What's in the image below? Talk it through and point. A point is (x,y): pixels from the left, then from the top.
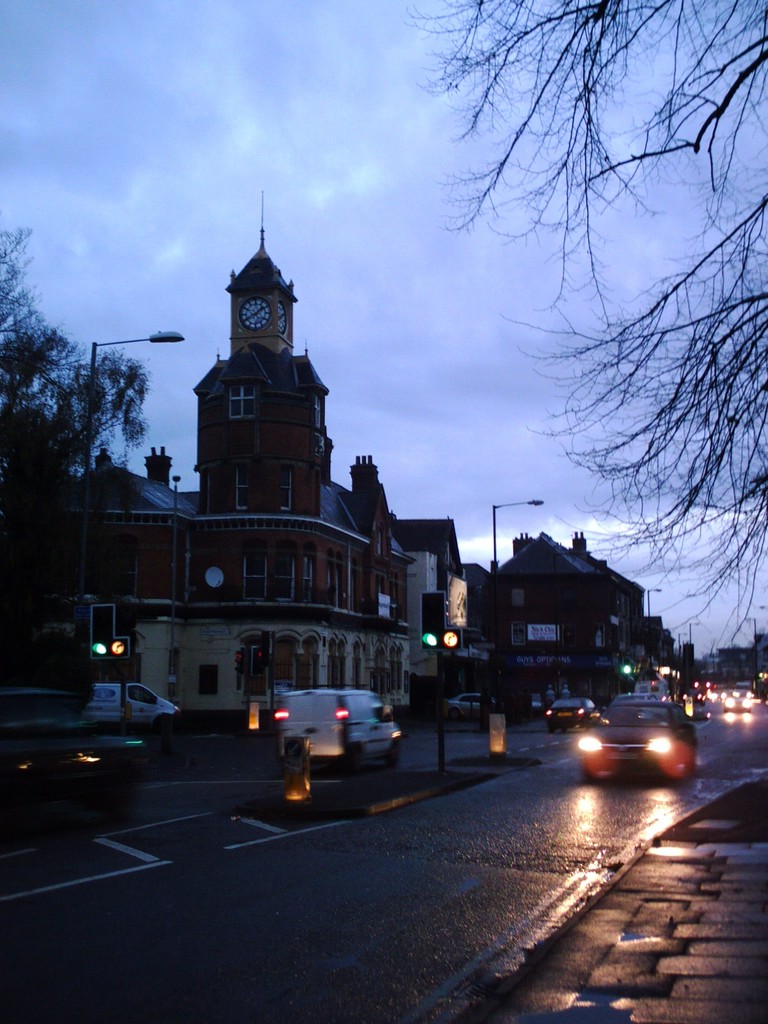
In this picture we can observe buildings (318,654). There is a road (459,850) on which we can observe some vehicles (326,737) were moving. There are some lights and traffic signals (454,642) fixed to the poles (443,651). We can observe trees (49,503). In the background (368,182) there is a sky (347,172) with clouds (341,208).
